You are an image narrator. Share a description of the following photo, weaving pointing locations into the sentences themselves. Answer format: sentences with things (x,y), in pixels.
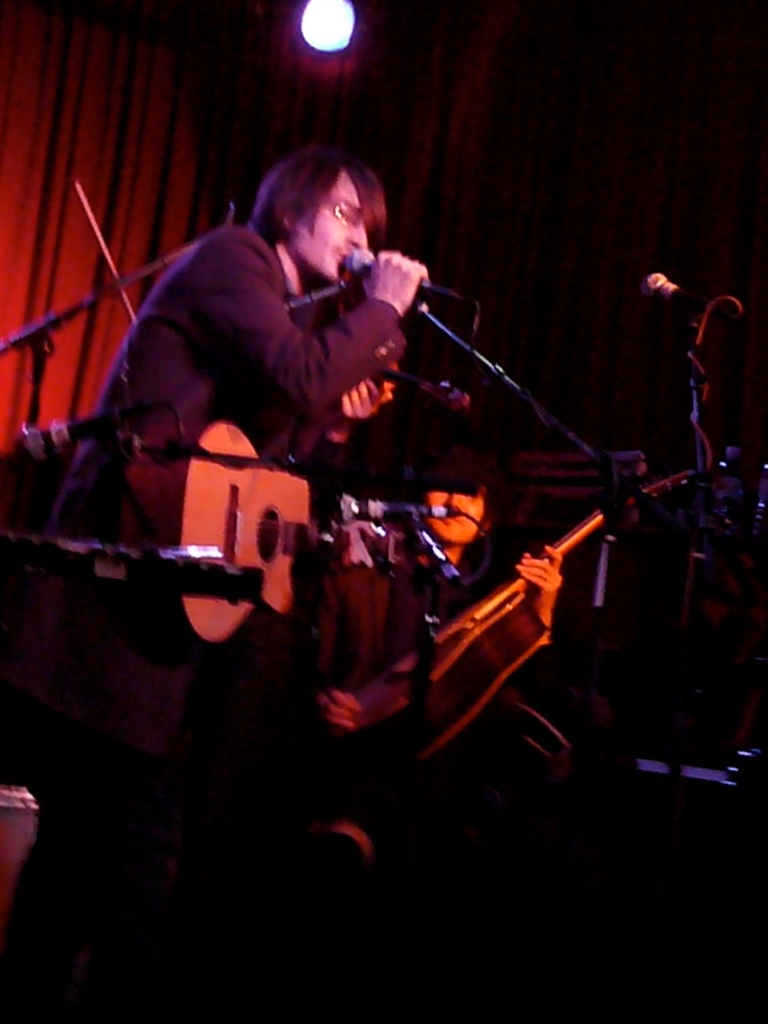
a person (258,389) is standing, singing holding a guitar (258,553). behind him there is another person (527,576) holding guitar (454,634). at the back (134,206) there are curtains (211,171) and a light (332,25) on top (331,14).
